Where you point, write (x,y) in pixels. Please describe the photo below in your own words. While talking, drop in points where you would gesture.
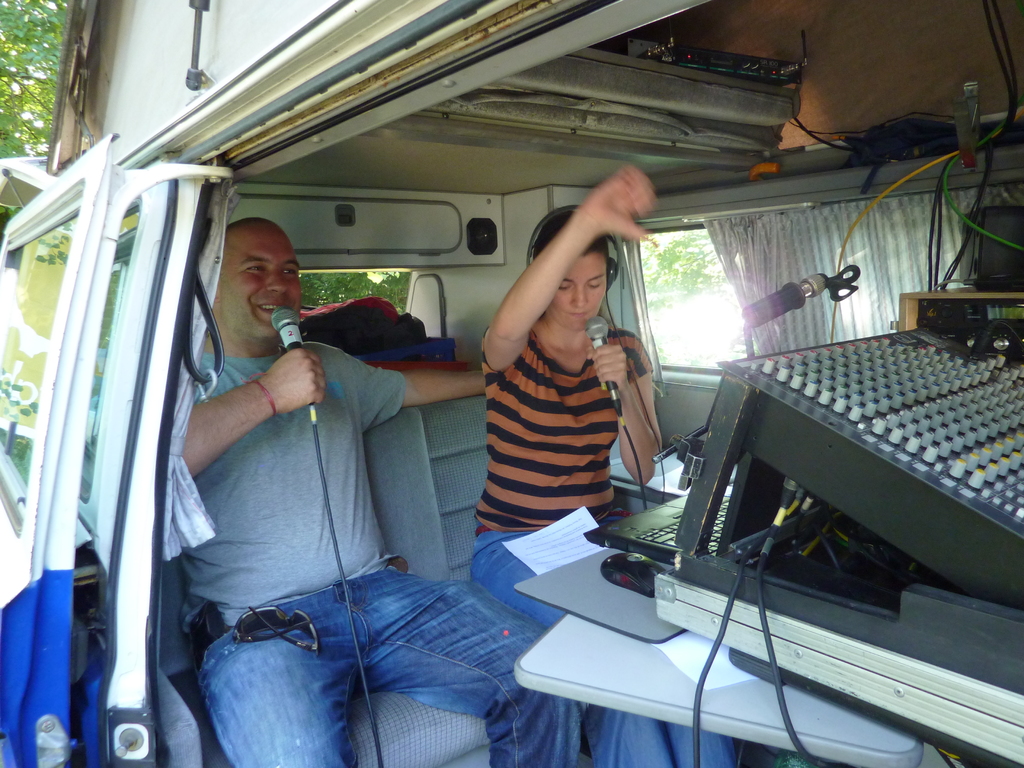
There are two people (318,557) sitting on a seat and holding microphones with cables (761,565). We can see devices (783,443), microphone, keyboard (653,533), mouse (642,553) and cables (820,538) on the table (701,715). We can see curtain (849,224), glass windows (672,231) and door (62,421). In the background (0,68) we can see trees (56,8).
